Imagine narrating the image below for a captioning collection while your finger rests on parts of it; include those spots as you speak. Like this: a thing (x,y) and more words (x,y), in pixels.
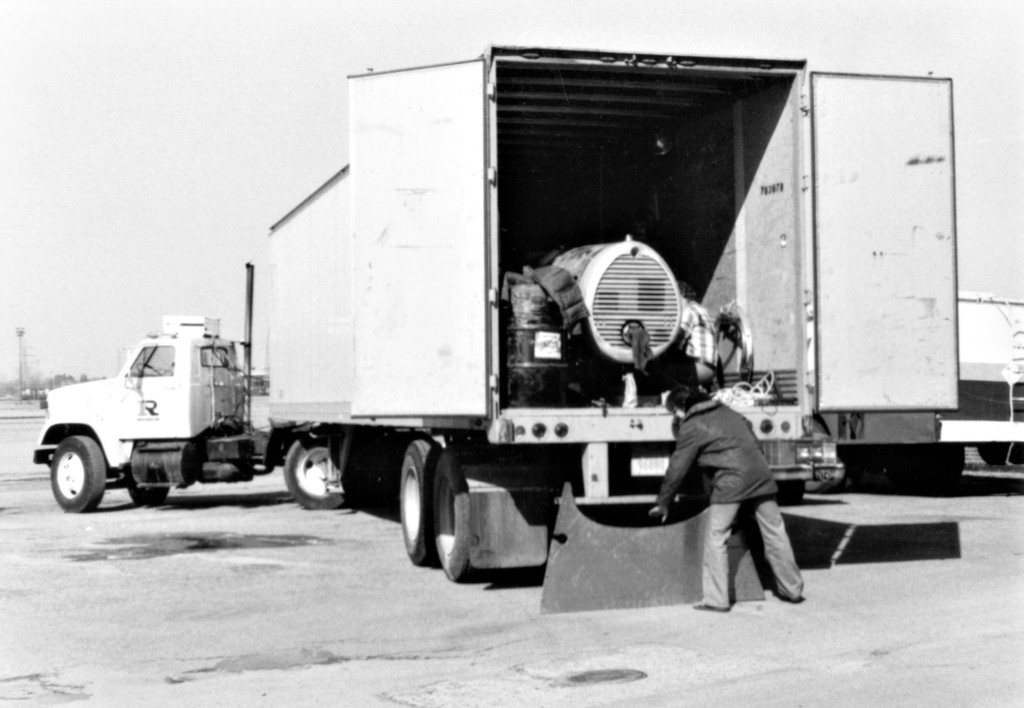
In this image, we can see a truck (504,552). Here we can see two people (731,477). At the bottom (498,647), we can see a road (237,652). Background (267,112) there is a sky (174,151). Here we can see few objects (543,372) in the vehicle (829,401).
